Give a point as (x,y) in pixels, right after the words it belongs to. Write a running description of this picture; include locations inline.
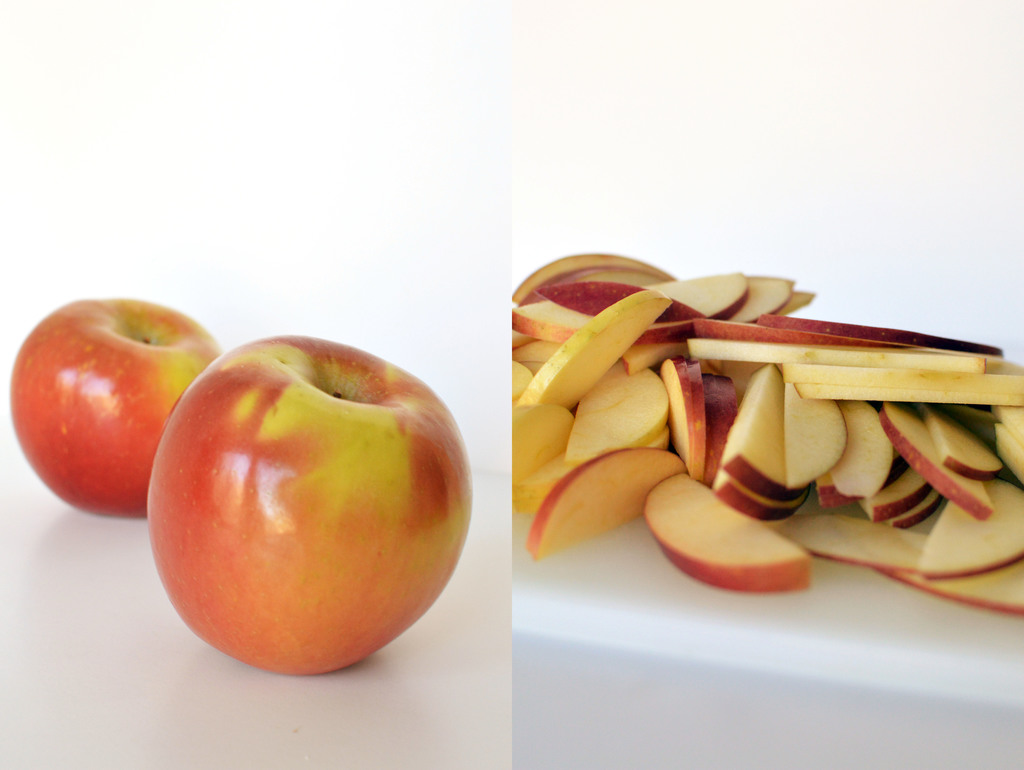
On the left side of the picture (231,462), we see two red apples (164,434) are placed on the table (222,693). In the background (289,220), it is white in color. On the right side (839,461), we see chopped apples (566,415) are placed on the white table (761,619). In the background (743,206), it is white in color. This is an edited image.
